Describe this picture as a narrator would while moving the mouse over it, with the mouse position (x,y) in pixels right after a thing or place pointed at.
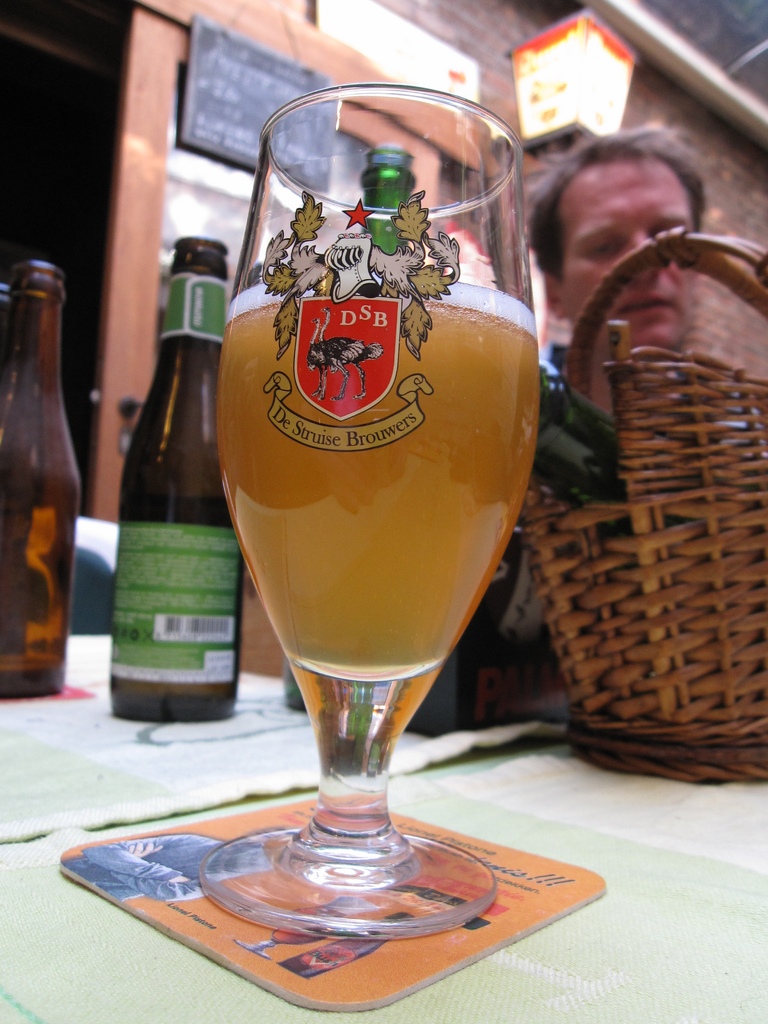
There is a glass of beer (307,452) and beer bottles (141,501) on the table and there is a person (620,225) behind it.
